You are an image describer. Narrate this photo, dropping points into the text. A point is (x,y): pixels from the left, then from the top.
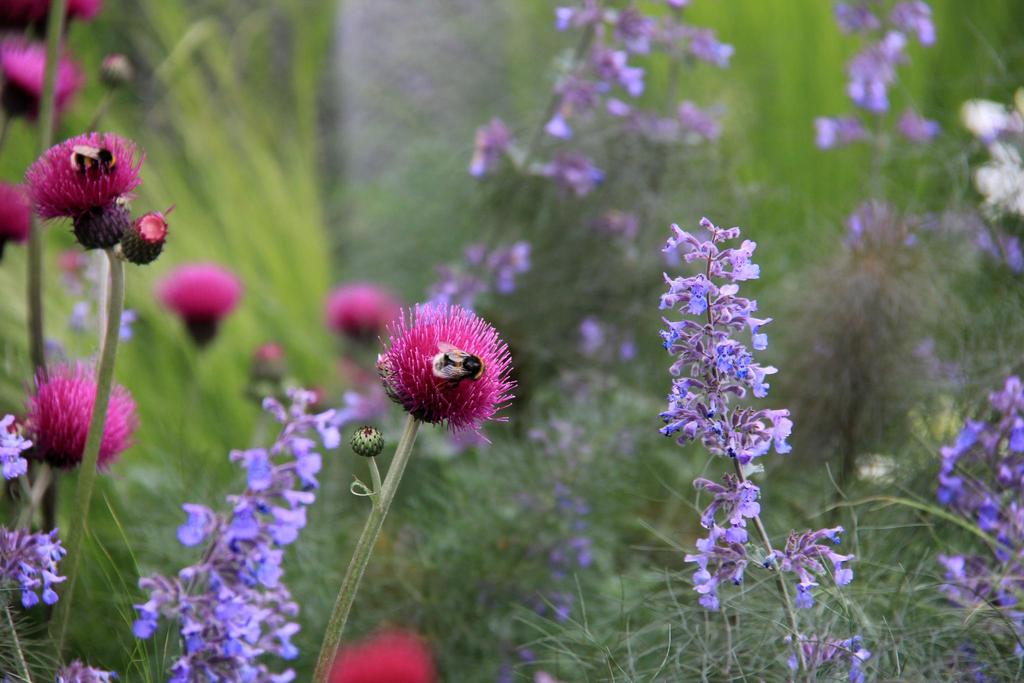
In the front of the image (432,353) there are flower plants (104,222) and insects (465,376). In the background of the image (272,152) it is blurry.
